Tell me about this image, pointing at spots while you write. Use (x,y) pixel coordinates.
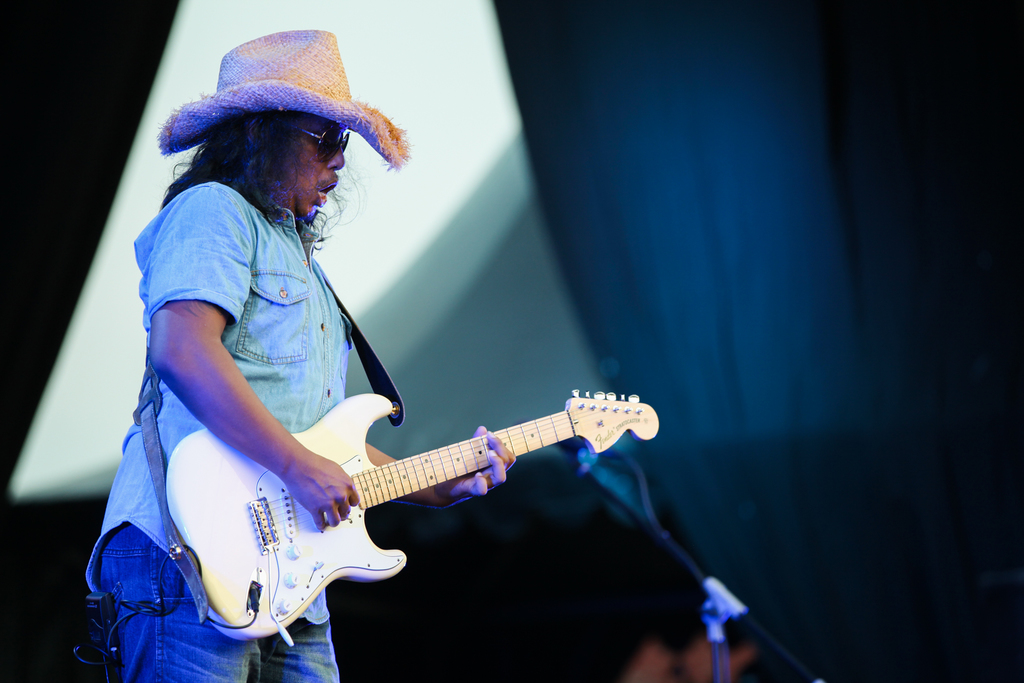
In this picture we can see a man (182,626) who is playing guitar (482,443). He has goggles (329,153) and he wear a hat (307,108).
